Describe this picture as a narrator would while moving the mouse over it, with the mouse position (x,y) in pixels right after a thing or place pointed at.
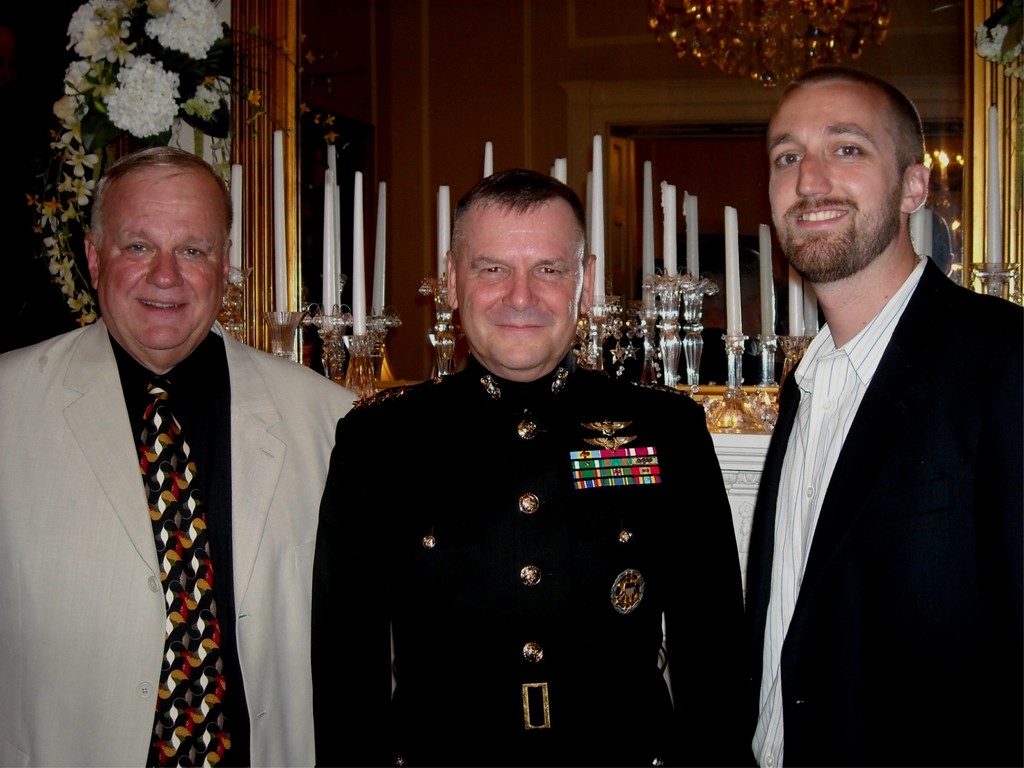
In this picture we can see there are three men (530,613) standing. Behind the men (384,607) there are flowers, mirror (347,73) and candles (382,306) with stands (302,318). On the mirror (685,142) we can see the reflection (584,100) of candle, lights (924,157), chandelier (728,34) and a wall (473,100).
